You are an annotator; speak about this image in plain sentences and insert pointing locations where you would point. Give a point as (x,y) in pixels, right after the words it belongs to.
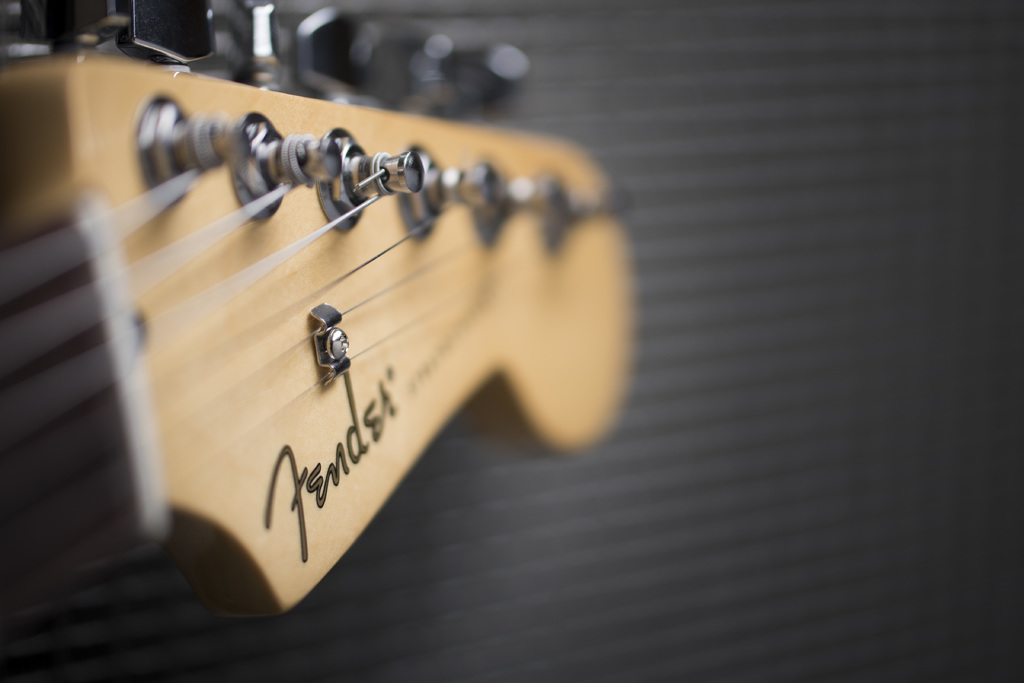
In this image i can see a guitar (432,251).
